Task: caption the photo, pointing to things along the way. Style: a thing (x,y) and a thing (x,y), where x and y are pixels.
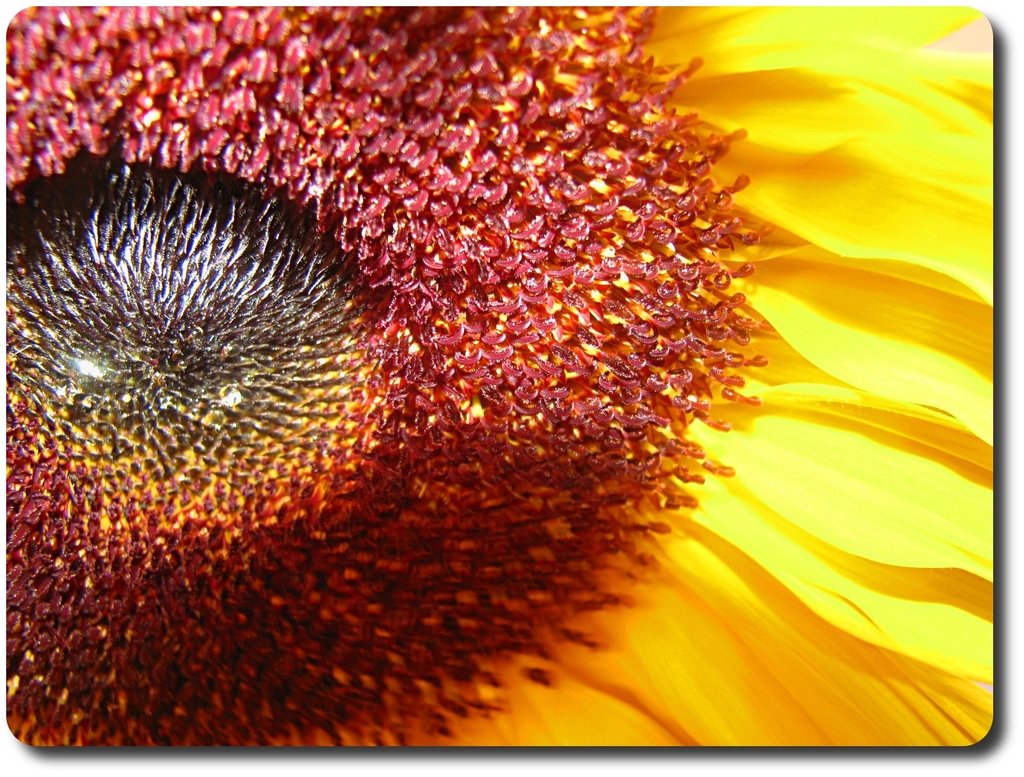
In this image we can see a sunflower (430,362).
